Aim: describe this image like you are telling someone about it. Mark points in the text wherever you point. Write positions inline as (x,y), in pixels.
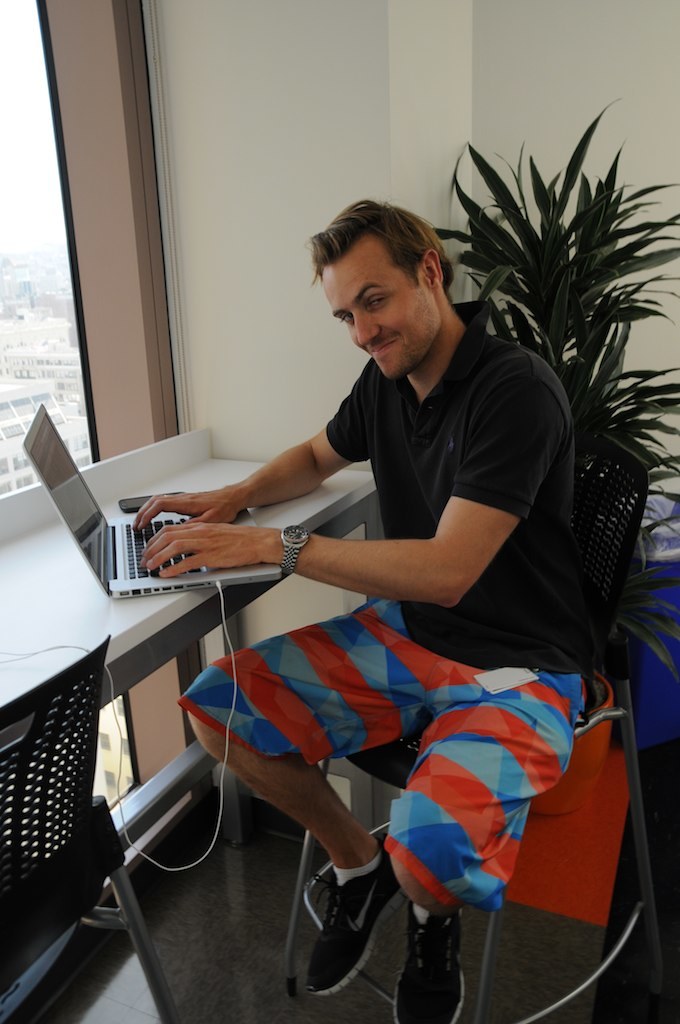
This picture we can see the person (441,677) sitting on a chair (389,780) and he is operating a laptop (101,545). the laptop (116,555) on the table (11,694) beside the table (43,639) one more chair (54,796) is there and back of the person (527,513) one potted plant (565,296) is present it look like a room (288,215) and we have some glass type window (25,242).
